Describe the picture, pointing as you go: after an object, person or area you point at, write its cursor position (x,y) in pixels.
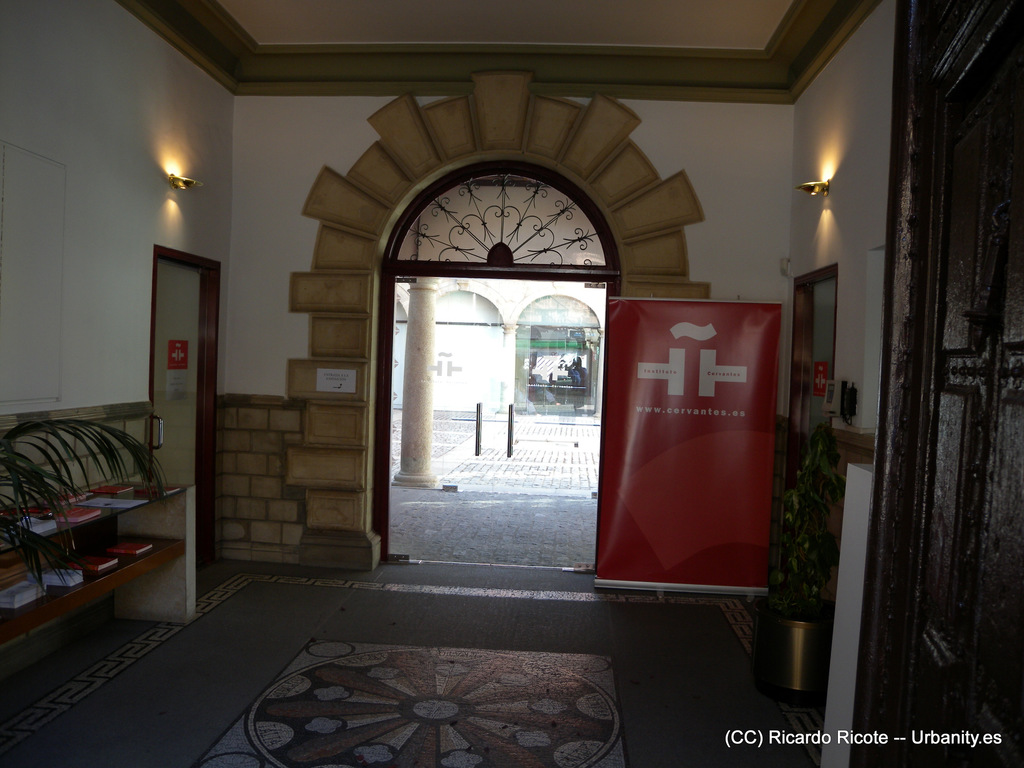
There is a hall (439,682), in which, there are books (75,502) arranged in shelves (102,548), near a plant (17,458). On the left side (189,173), there is a light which is attached to the white wall (67,145), near a door (197,317). On the right side (690,557), there is a red color banner (655,547), near a light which is attached to the wall (837,446) and a pot plant (779,680). In the background (540,416), there is a pillar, there are poles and there is a white color building (490,297) which is having glass door (559,338).
